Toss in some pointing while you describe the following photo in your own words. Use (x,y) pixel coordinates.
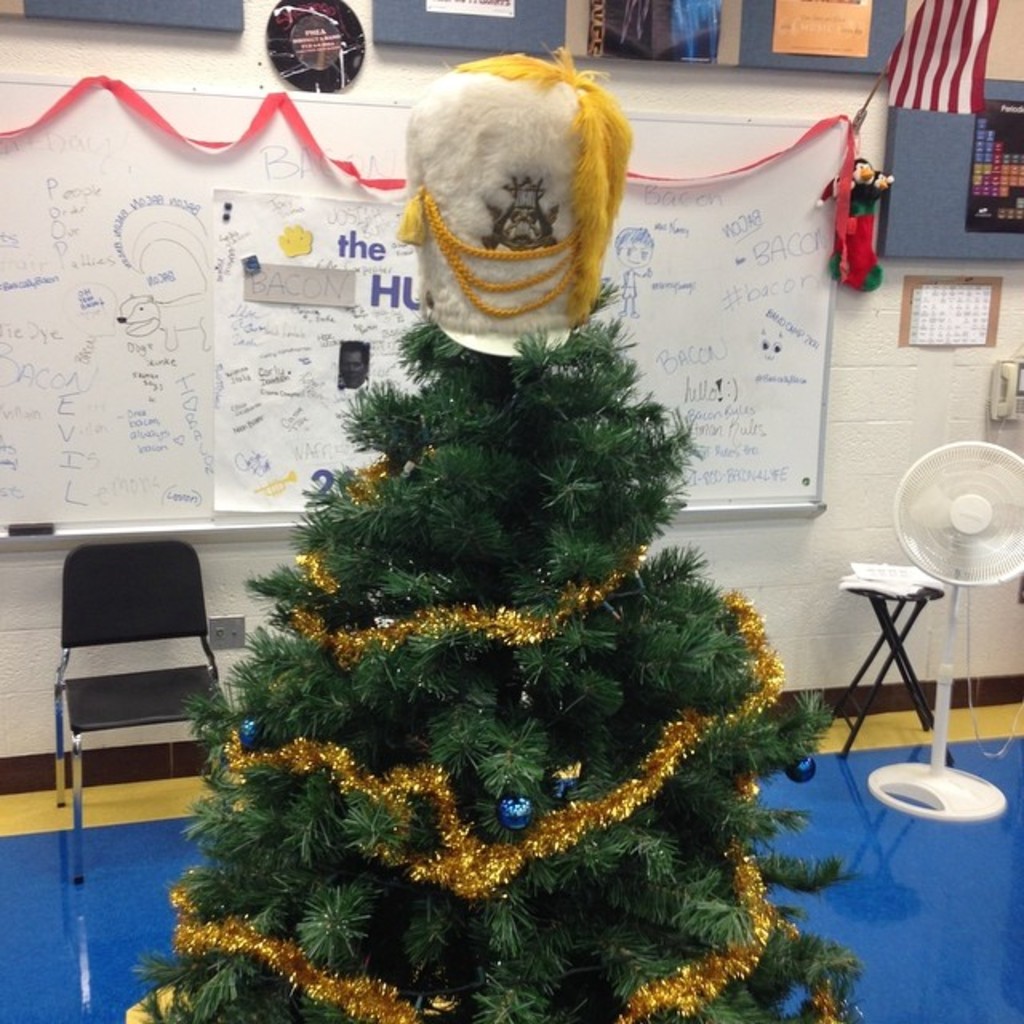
This picture shows a Christmas tree (371,564). we see color papers (409,620) and few balls (516,815) and we see a white board (806,151) and few posters (624,9) on the boards (111,12) we see a chair (183,690) and a stand fan (964,464) and we see a stool (900,601) with papers (897,592) on it and we see a poster (938,316) on the wall (960,354) and a telephone (1001,382). we see a soft toy (860,165) hanging and a flag (900,76) and we see a sheet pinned to the white board (840,140).
